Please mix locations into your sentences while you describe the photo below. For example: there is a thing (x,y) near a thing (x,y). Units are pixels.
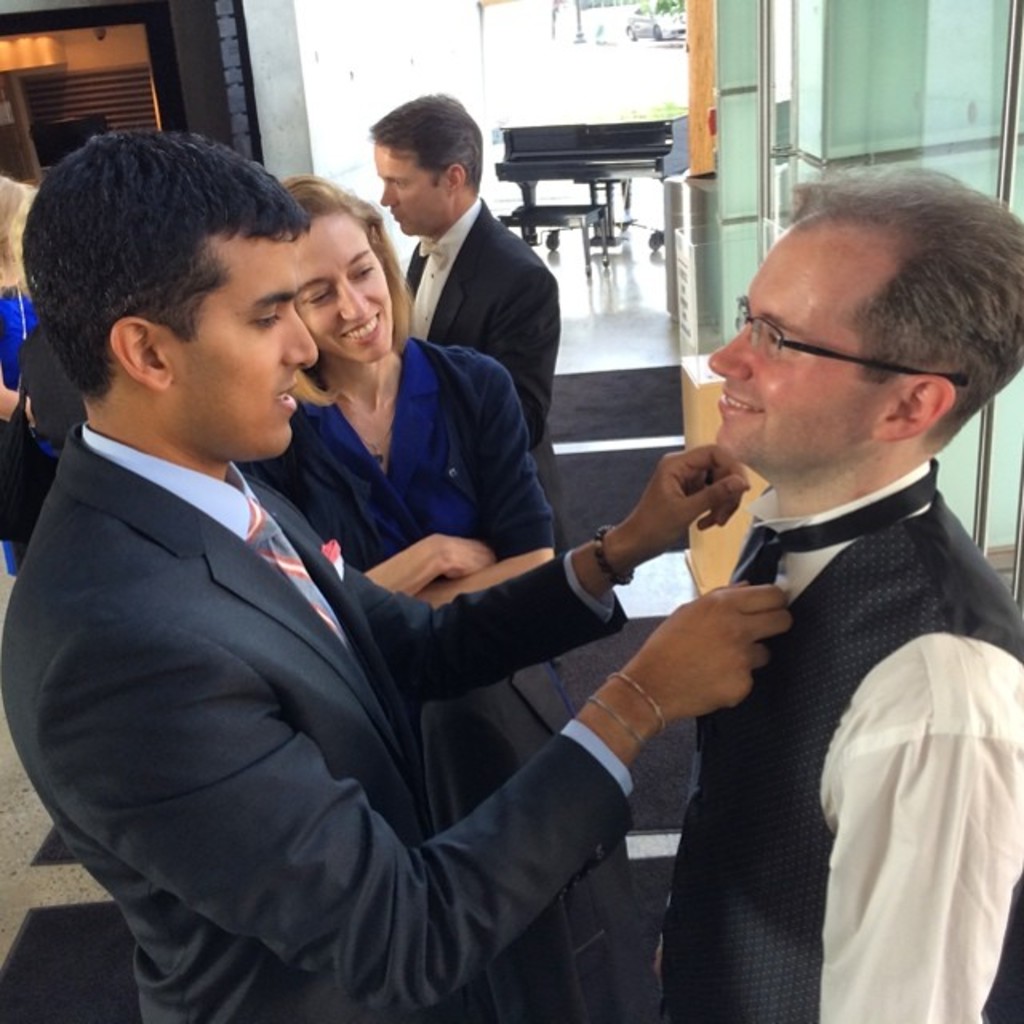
Here I can see three men (433,301) and a woman (398,431) are standing. The man (258,667) who is on the left side (194,689) is holding the tie (755,571) of another man (766,546) who is on the right side (818,588). These people (866,738) are smiling. In the background (637,136) there is a piano table (588,179) placed on the floor (618,303). At the top of the image (468,39) I can see the walls (751,103) and there is a car (652,21).
